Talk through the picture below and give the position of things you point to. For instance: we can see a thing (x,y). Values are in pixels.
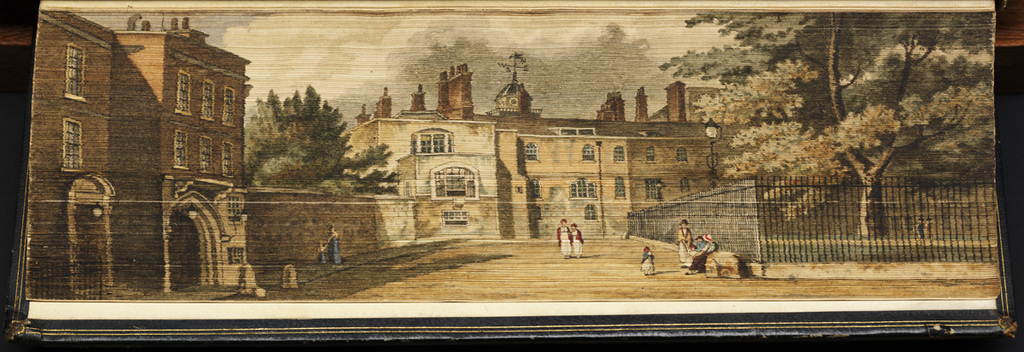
This is an edited image. In the center (567,218) we can see the group of persons (579,245). On the right (764,214) we can see the metal rods (750,209). In the background (587,29) there is a sky (343,105), trees (341,144) and we can see the buildings (217,168).
